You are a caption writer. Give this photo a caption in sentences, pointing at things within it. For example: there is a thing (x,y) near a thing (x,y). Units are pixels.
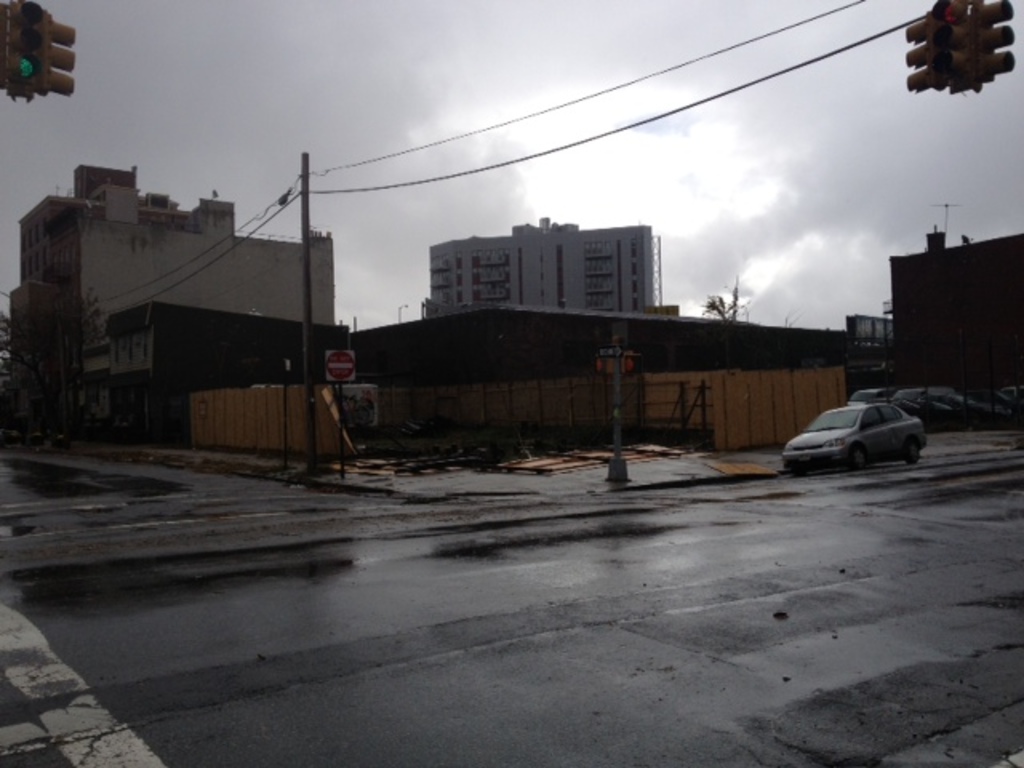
In this image we can see a car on the wet road (515,623). On the backside (520,311) we can see some buildings (440,276), pole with wires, traffic lights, board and the sky (419,112) which looks cloudy.
